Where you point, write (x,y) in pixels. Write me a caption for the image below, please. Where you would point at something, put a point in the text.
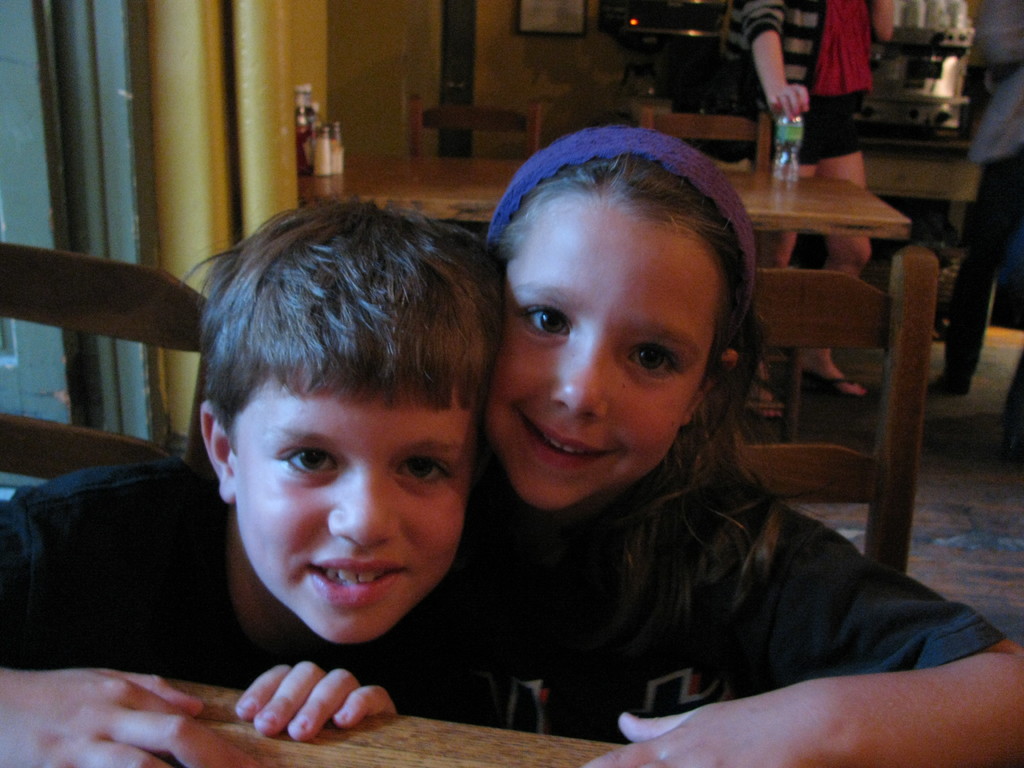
There are two children (417,450) sitting on the chairs (824,314) near the table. In the background (804,36) we can see a person (788,67) standing while holding a bottle (790,155).
